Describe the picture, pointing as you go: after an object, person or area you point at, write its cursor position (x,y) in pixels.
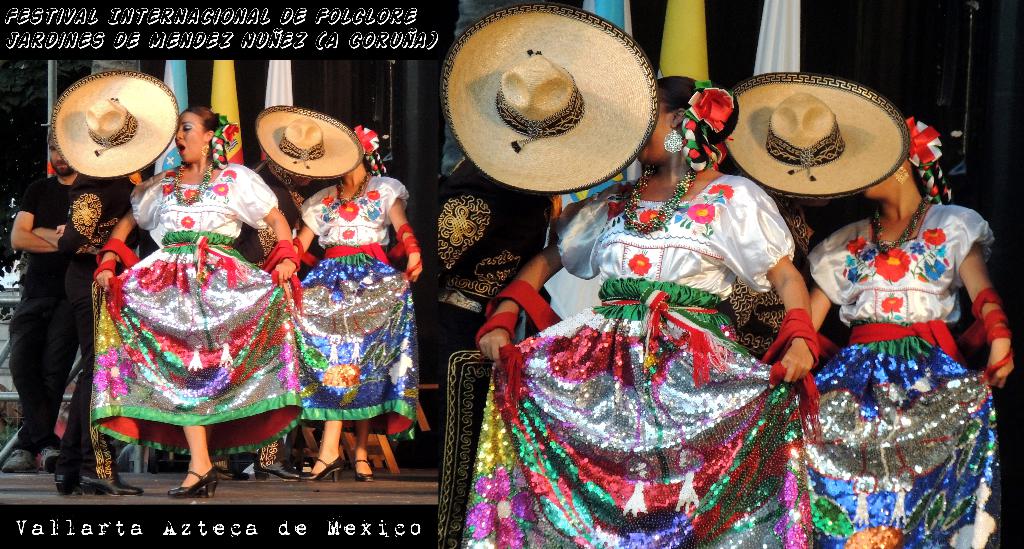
It is the collage picture. In these images, we can see the same view. Here few people (529,346) are wearing costumes (365,348) and dancing on the stage (289,489). Left side of the image (43,272), we can see a person (36,301) is standing. Background (344,88) we can see curtains (358,97), flags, tree (38,132), pole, rods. At the top (205,27) and bottom of the image (109,536), we can see some text (222,525).
